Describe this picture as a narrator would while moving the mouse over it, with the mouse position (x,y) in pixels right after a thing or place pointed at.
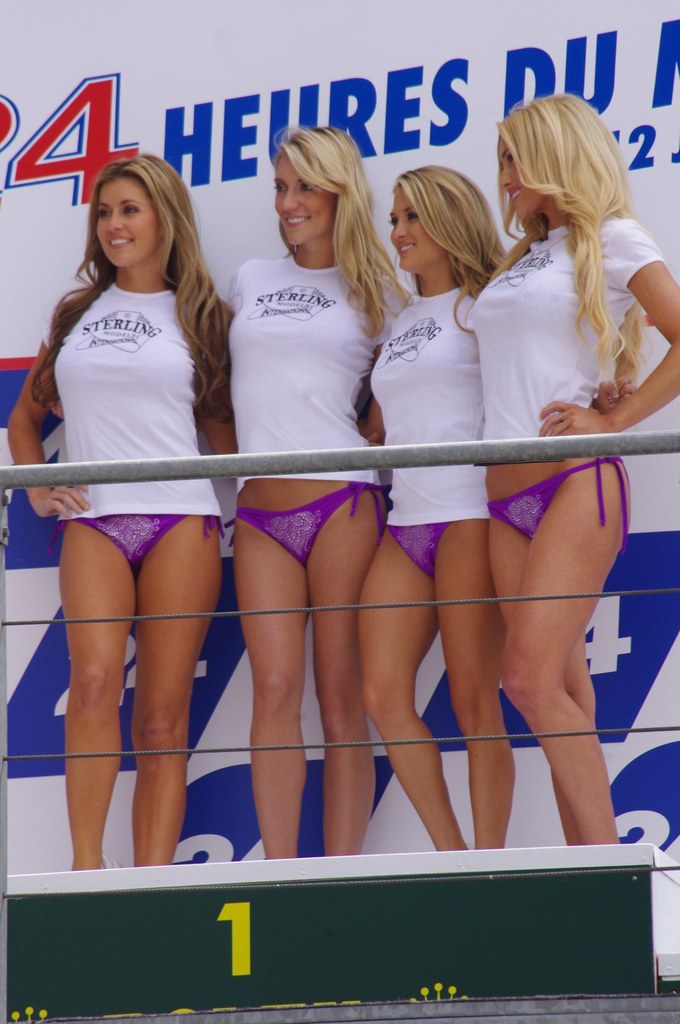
In this picture we can see four women (182,289) standing and smiling and in front of them we can see a fence (512,456) and some objects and in the background (288,104) we can see a banner (406,140).
